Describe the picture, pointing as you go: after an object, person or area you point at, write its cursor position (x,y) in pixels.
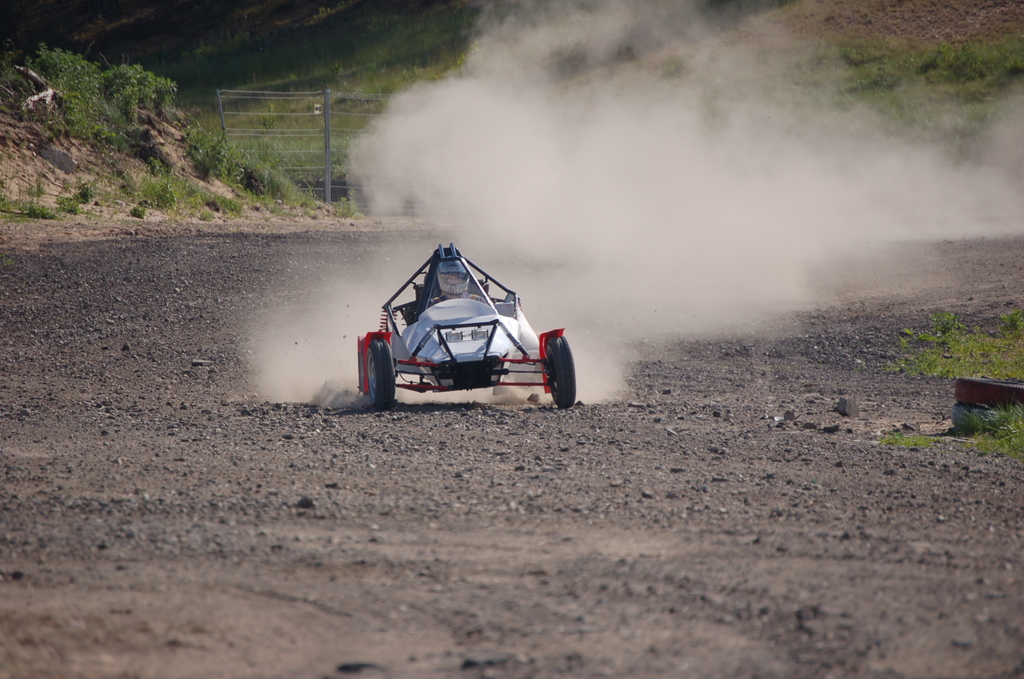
In this image there is a racing car (420,356) moving on the ground (527,627) and there is a smoke (666,192). In the background (107,133) there are trees (133,131) and there's gravel (937,309) on the ground (806,312) in the front (102,494).
